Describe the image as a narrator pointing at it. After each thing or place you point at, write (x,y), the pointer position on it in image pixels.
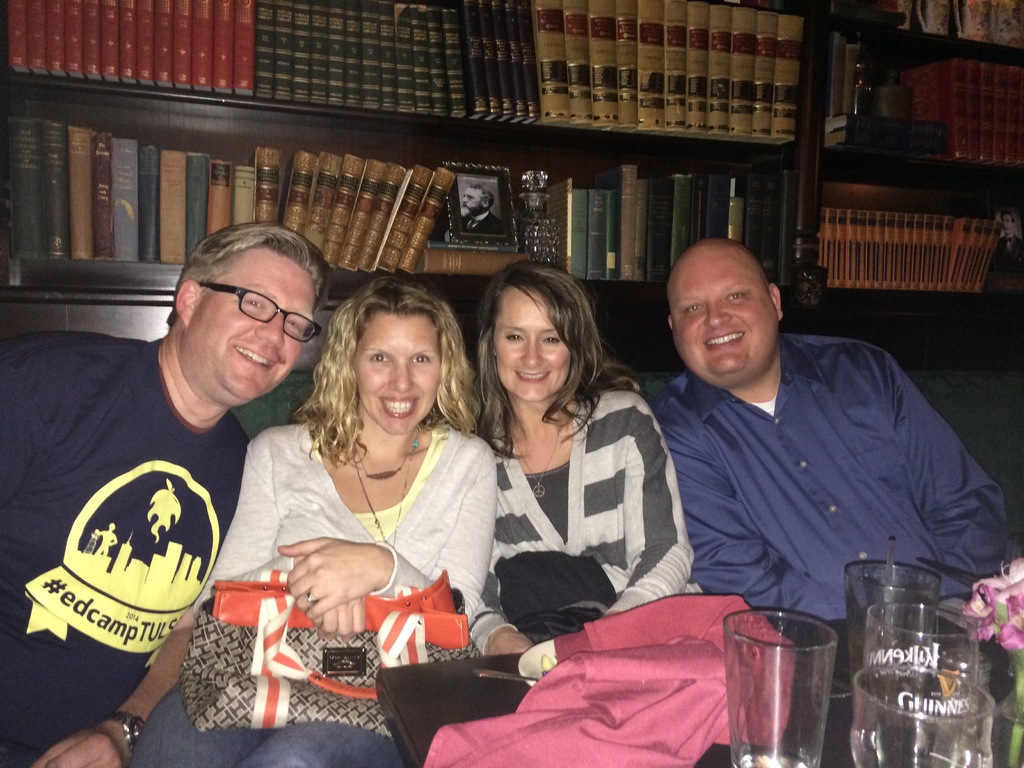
In this image we can see four persons (582,452) smiling and sitting. In the background (592,82) we can see many books (629,123) in a rack (356,134). Image also consists of a flower vase (1013,634) and also glasses (904,678).
